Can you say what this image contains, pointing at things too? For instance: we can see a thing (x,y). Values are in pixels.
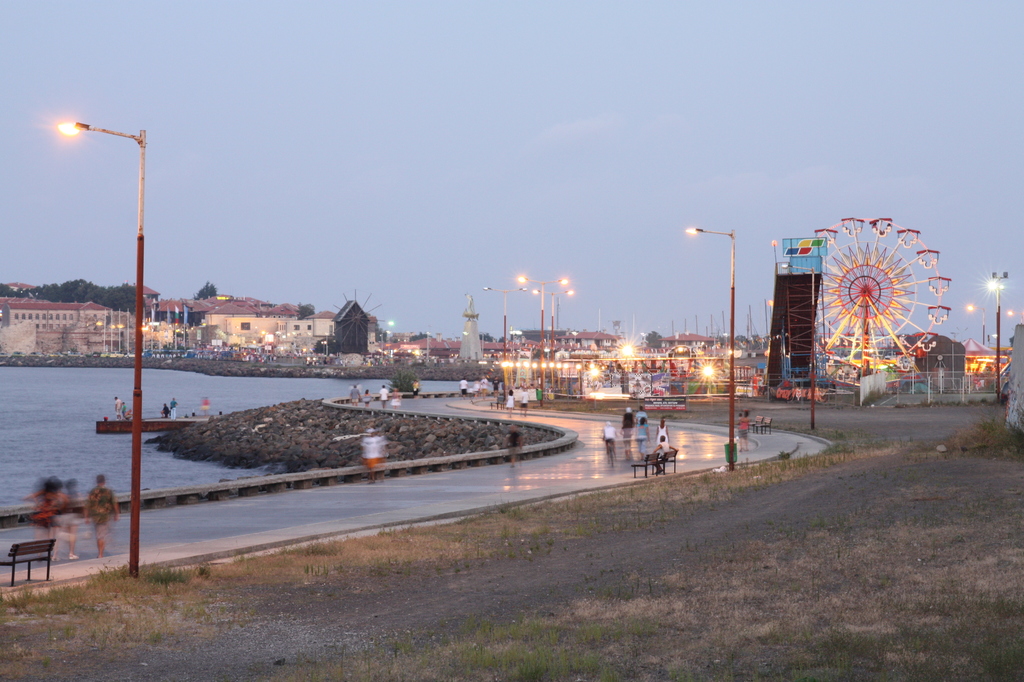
In this picture we can see poles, lights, buildings (214,318), trees (96,285), giant wheel (860,266), benches (48,573) and some people (627,420) on the road (285,495), water (173,472) and in the background (336,98) we can see the sky (371,241).
